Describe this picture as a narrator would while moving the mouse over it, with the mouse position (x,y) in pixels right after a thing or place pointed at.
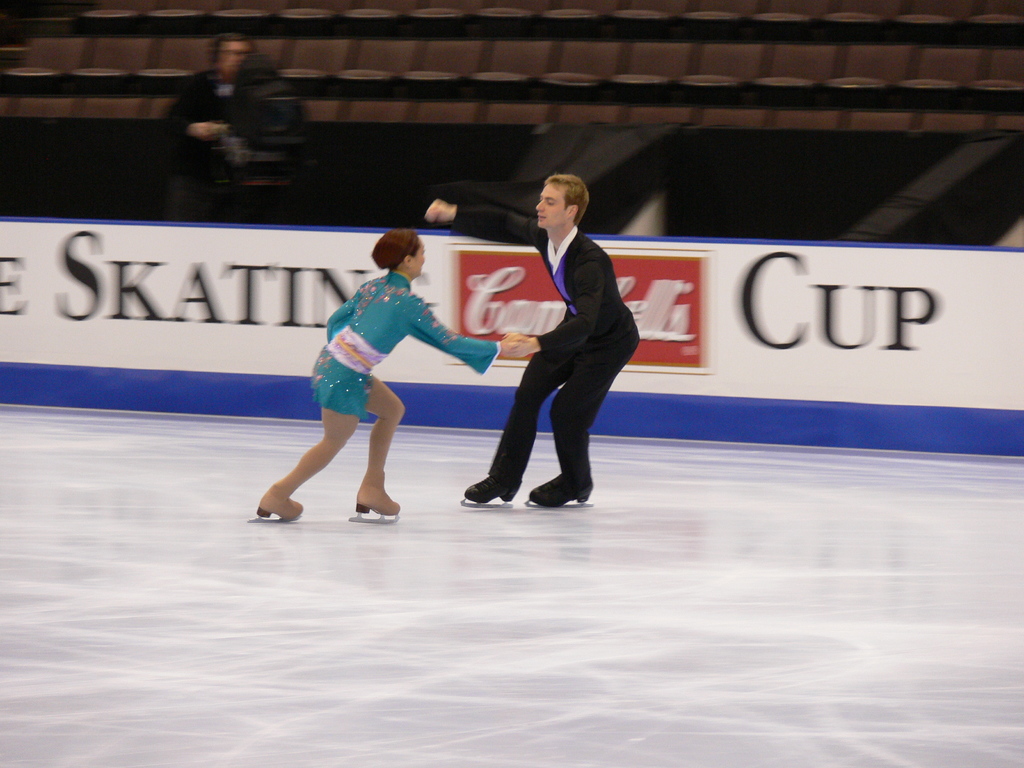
In this picture there is a girl (363,297) and a boy (558,340) both are doing skating in the ice skating stadium (489,704). Behind there is a white banner (524,305). In the background (952,56) we can see some stadium seats (454,122).
